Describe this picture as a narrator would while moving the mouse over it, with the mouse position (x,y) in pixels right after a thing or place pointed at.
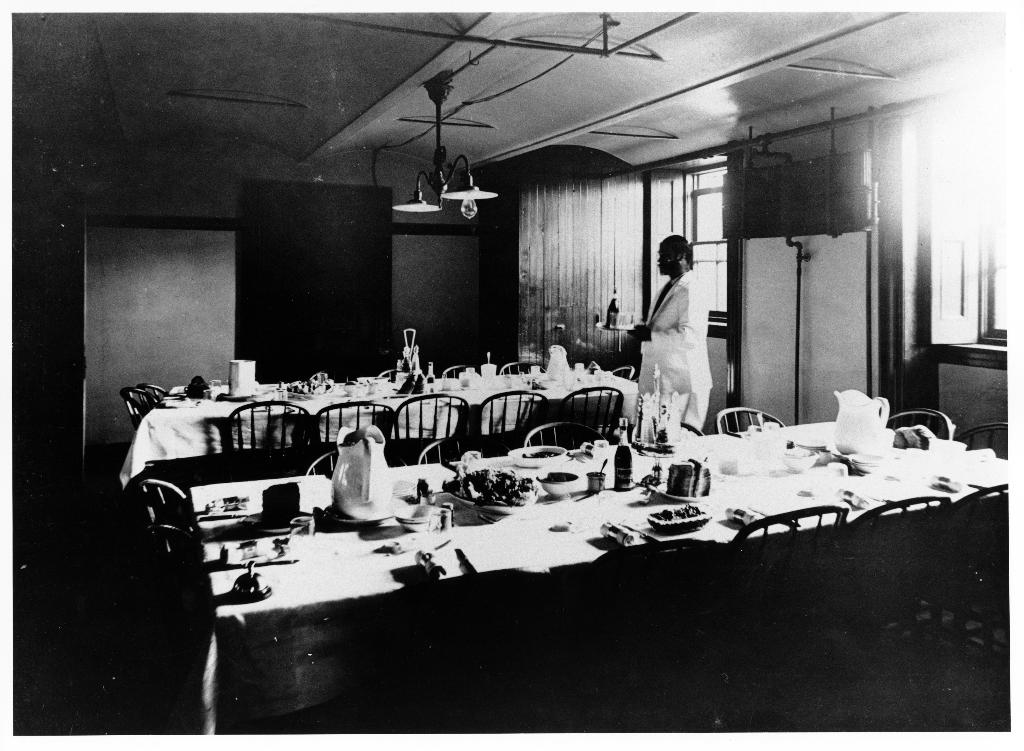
In this image we can see the inside view of the building (334,357) and there are dining tables (402,468) with a cloth (584,515), on the table (303,555), we can see the jar (336,486), bottle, bowl (487,509) with some food item (491,495) and few objects (583,370). And at the side there is the rod (865,233), window (933,255), door (430,308) and the wall (459,299). And at the top (444,90) there is the light (437,169) attached to the rod (439,120).
